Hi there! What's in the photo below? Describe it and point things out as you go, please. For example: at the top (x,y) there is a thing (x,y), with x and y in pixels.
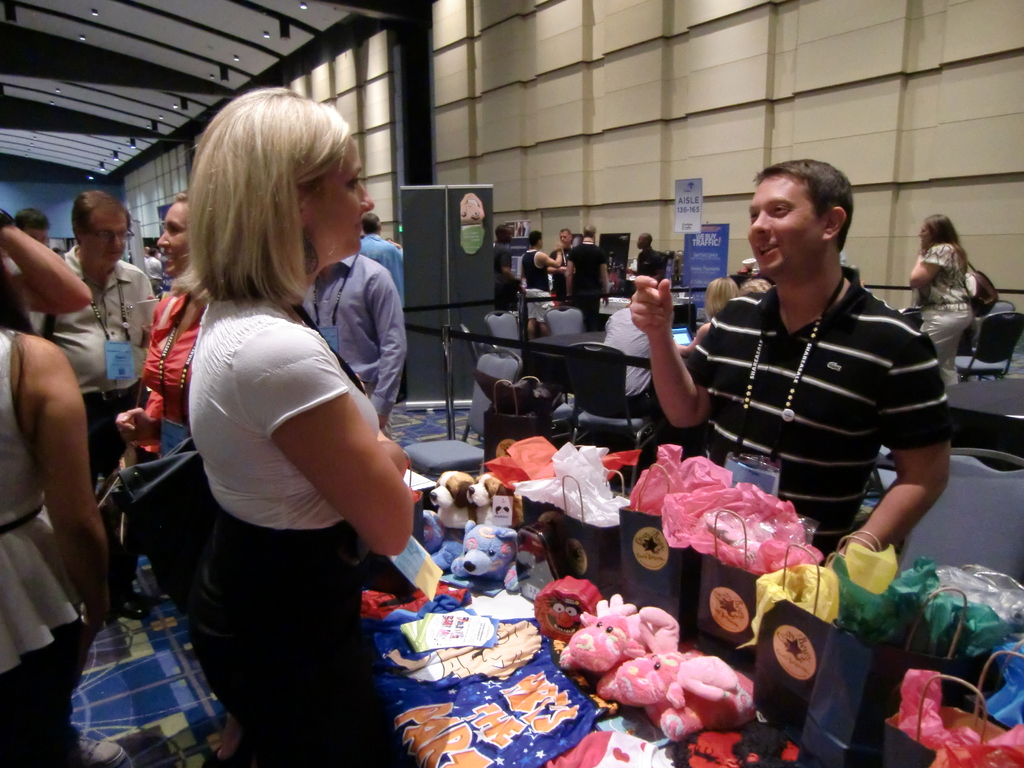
In the center of the image (442,360) some persons (749,404) are standing and toys (675,653), bags (661,539), boards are there. In the background of the image (468,379) we can see some persons (383,316), chairs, boards (456,244), wall (841,131). At the top of the image (90,89) we can see lights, roof (153,79). At the bottom of the image (148,715) there is a floor (149,728).
